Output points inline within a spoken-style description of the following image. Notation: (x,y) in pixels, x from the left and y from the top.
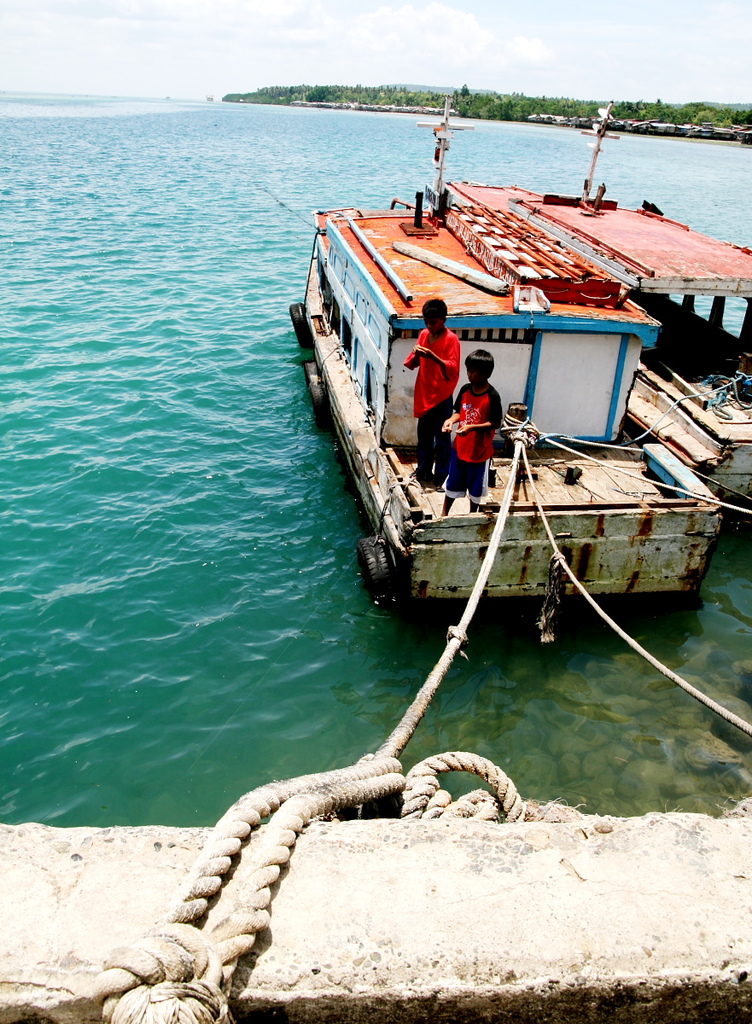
In this picture there are boats (574,270) on the water (233,626) and there are two people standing on the boat (523,313). In the foreground (10,939) there is a wall (313,931) and there are ropes (223,1014) tied to the wall (502,964). At the back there are trees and there are boats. At the top (505,53) there is sky (538,47) and there are clouds (538,47). At the bottom (638,704) there is water (223,479) and there are stones (561,718) under the water (223,479).
